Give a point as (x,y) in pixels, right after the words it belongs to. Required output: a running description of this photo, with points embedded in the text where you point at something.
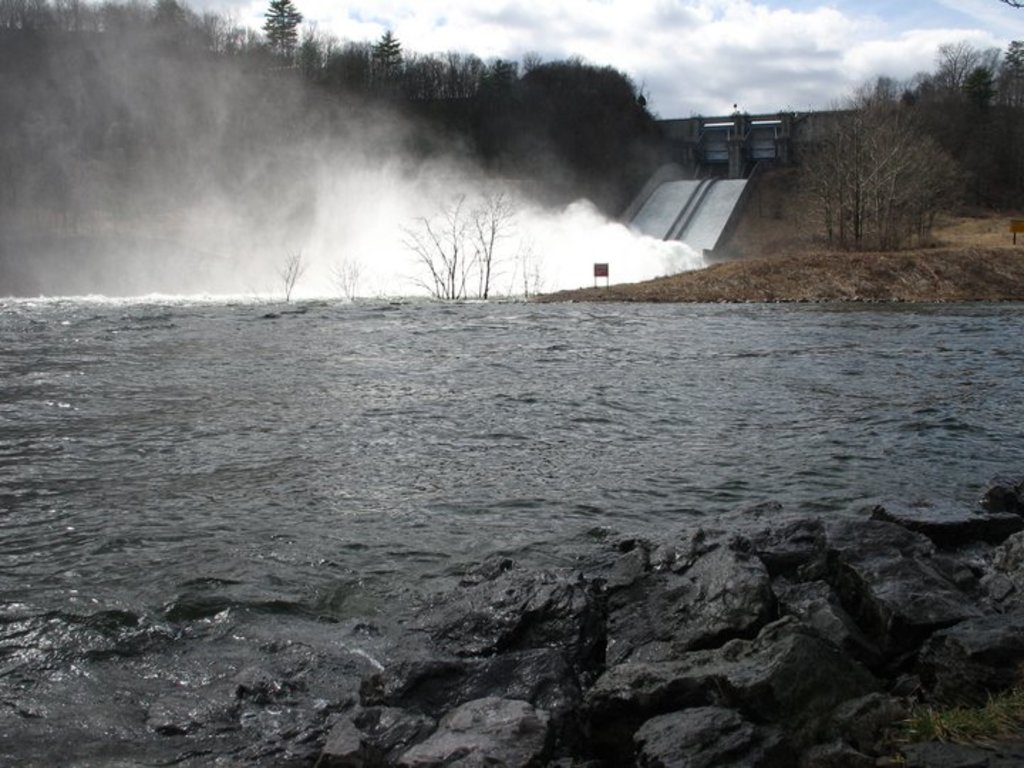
In this image there is a river (697,416), in the background (728,142) there is a dam (695,154) trees (649,150) and a sky (706,58).
